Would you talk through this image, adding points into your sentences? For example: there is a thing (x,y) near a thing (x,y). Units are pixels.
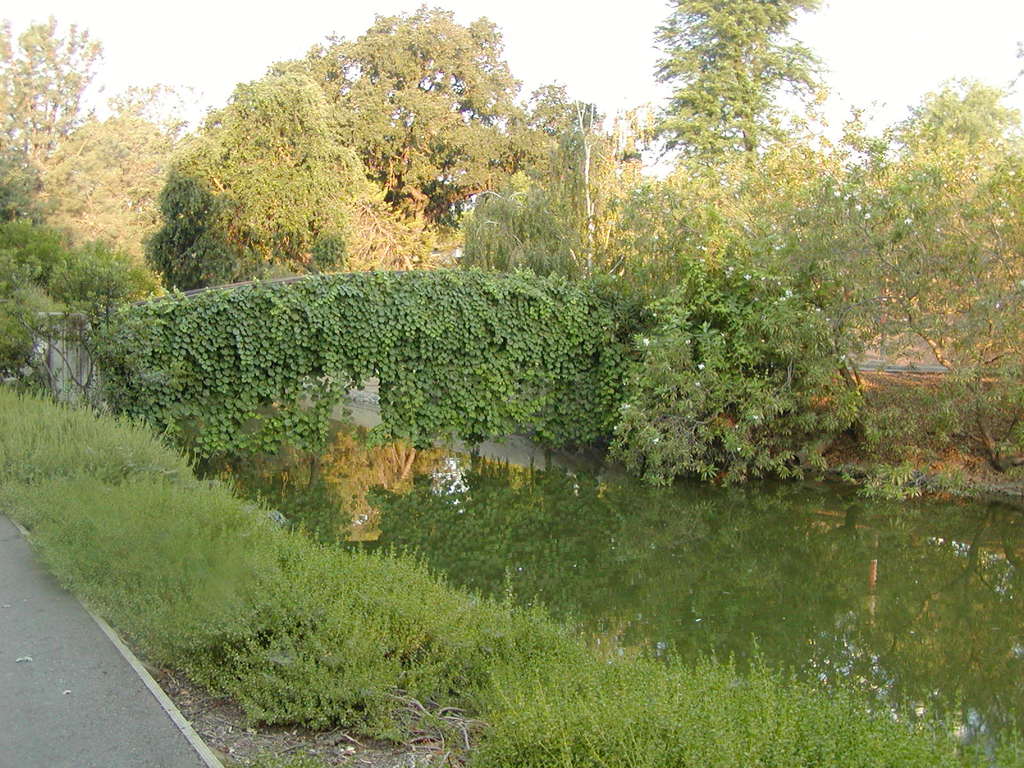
In this image we can see trees (490,267), there is the water (570,548), there is a grass (305,566), there is a sky (189,117).
